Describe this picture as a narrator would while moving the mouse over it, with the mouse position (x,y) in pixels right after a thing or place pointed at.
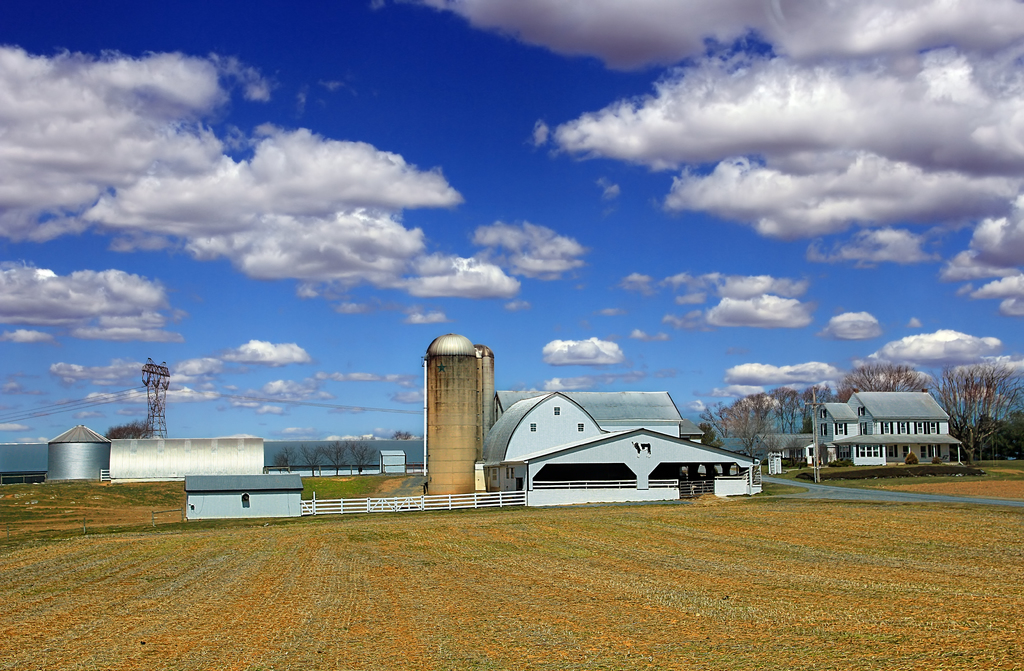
In the foreground (442,386) I can see grass (587,543), buildings (617,487), fence (374,498), towers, wires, trees (987,405), windows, plants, light poles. In the background (462,143) I can see the blue sky (582,169). This image is taken may be during a day.
